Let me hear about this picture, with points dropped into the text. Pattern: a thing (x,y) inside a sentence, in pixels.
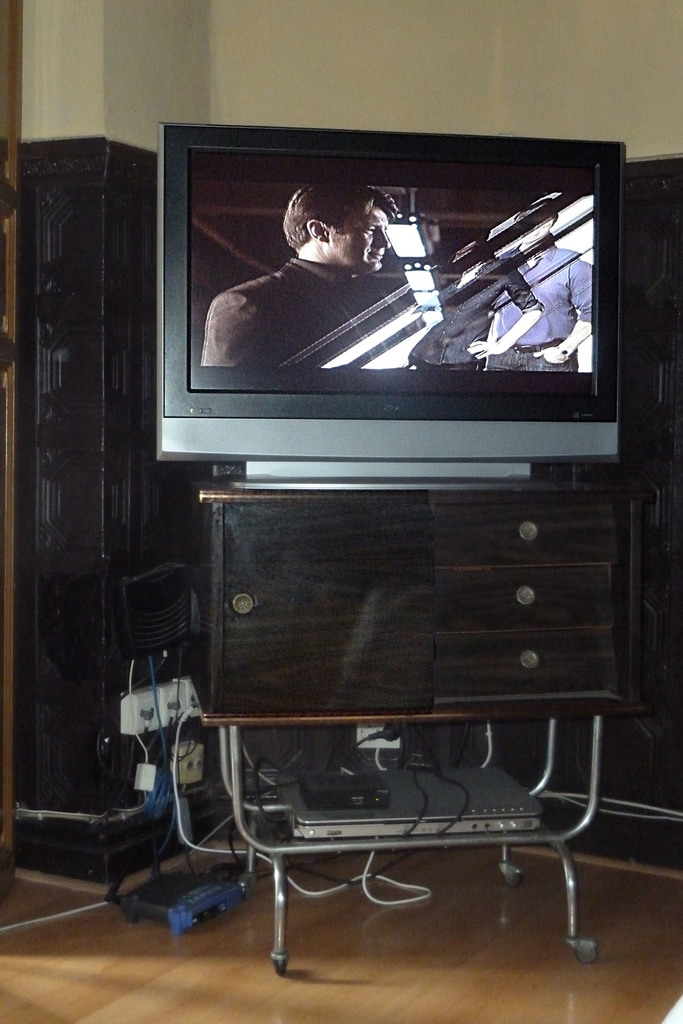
This picture might be taken inside the room. In this image, in the middle (413,619), we can see a table (471,705), on that table (467,662), we can see a television (495,277), at the bottom of the table (239,774), we can see some electronic boxes (375,801), electrical wires (226,822). In the background (642,468), we can see a shelf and a wall (301,56).
